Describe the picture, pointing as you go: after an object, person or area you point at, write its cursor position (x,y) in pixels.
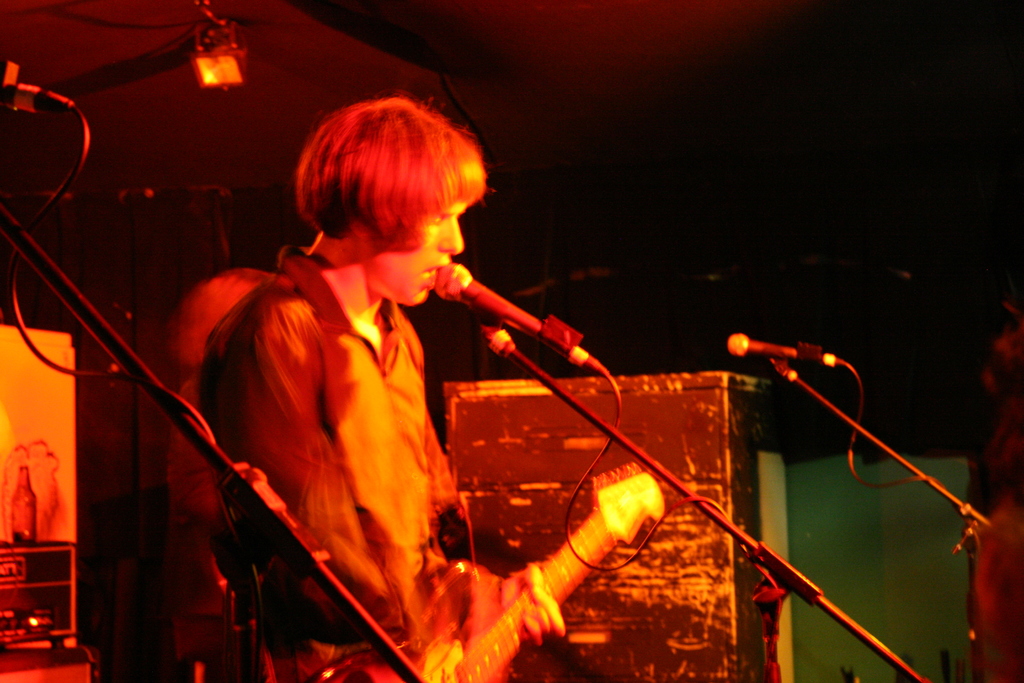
In this picture we can see a man (423,452) is playing guitar (554,563) in front of microphone (576,353), in the background (235,77) we can see lights (231,67).
